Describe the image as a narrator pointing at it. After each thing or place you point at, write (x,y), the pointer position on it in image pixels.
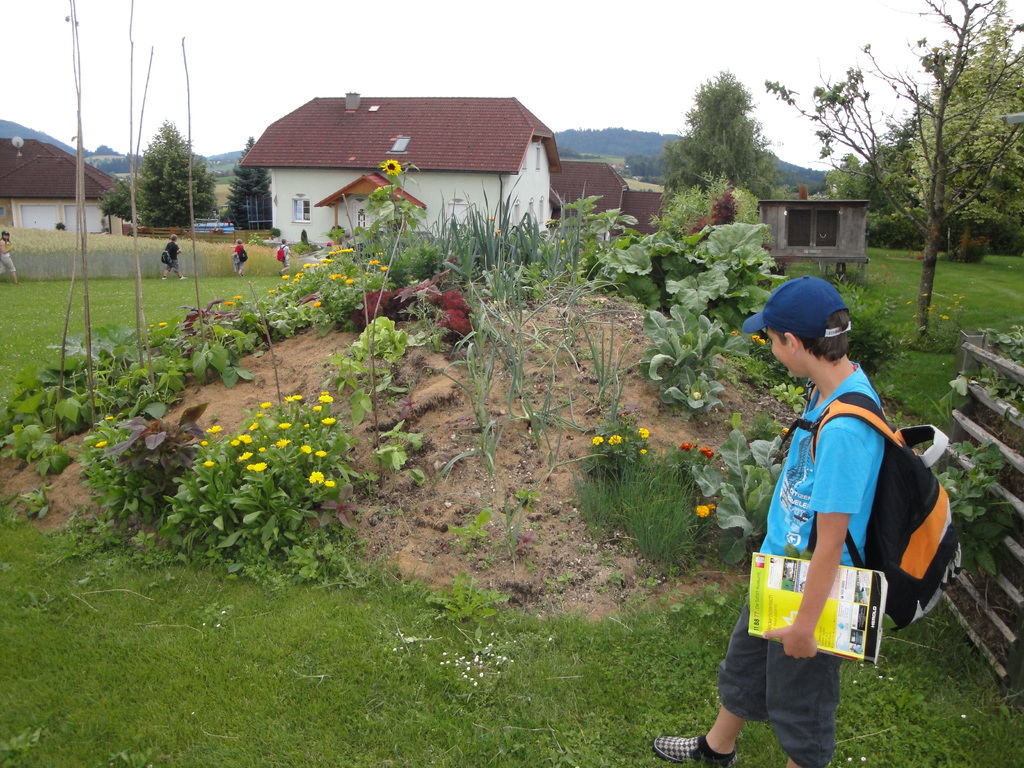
In this image I can see a person (866,483) carrying a bag (887,500) and holding a book (860,659). I can see the grass (304,689). I can see the flowers (245,438) on the plants (274,524). In the background (324,241), I can see the houses (631,210), trees (747,151) and the sky (434,44).
